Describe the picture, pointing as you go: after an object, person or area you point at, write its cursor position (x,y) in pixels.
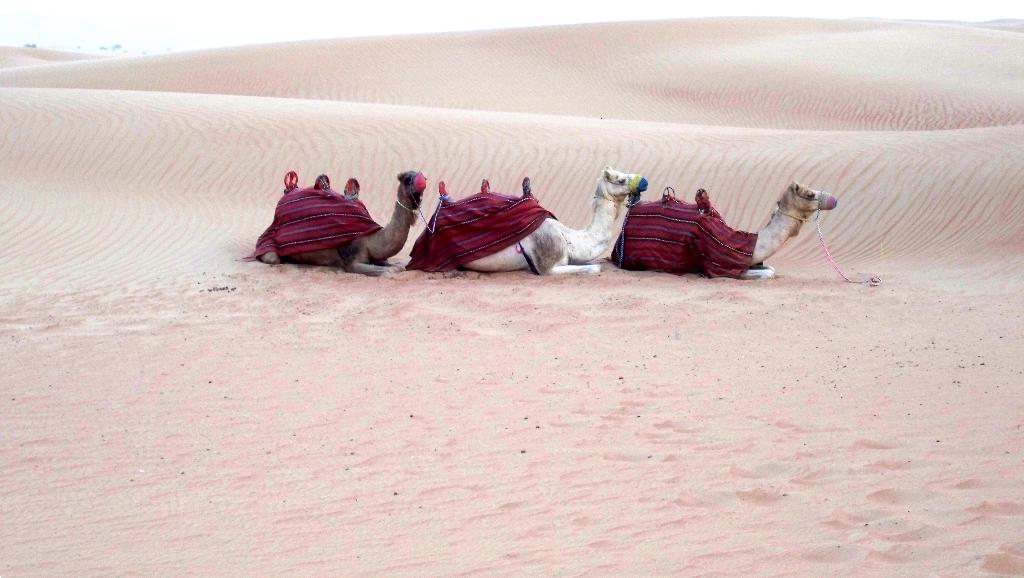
Here in this picture we can see three camels (361,250) present in a desert (686,281), as we can see sand (262,153) covered all over there and on their back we can see a cloth (442,232) and a seat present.
